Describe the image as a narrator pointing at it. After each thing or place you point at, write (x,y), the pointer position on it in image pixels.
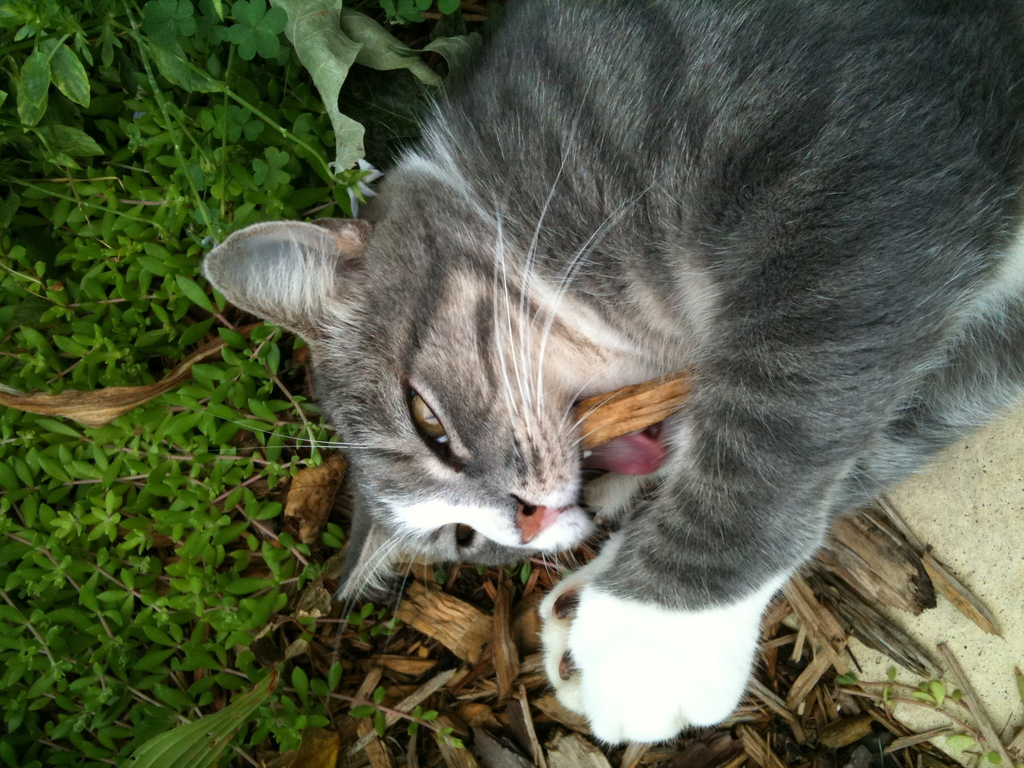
This picture shows a cat (618,621) and we see grass (142,246) and a plant (387,62) on the side. The cat (599,308) is gray and white in color.
